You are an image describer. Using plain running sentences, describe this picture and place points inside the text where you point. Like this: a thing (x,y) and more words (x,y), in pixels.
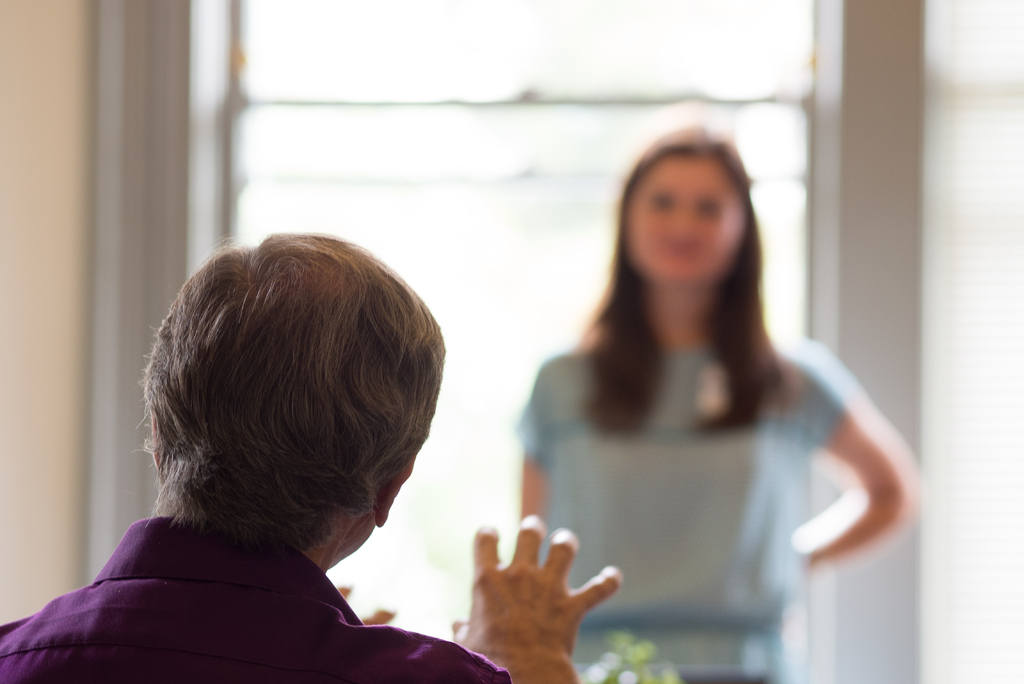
Here we can see two persons (643,443). There is a blur background (527,10) and we can see glass (424,165) and wall (65,349).
